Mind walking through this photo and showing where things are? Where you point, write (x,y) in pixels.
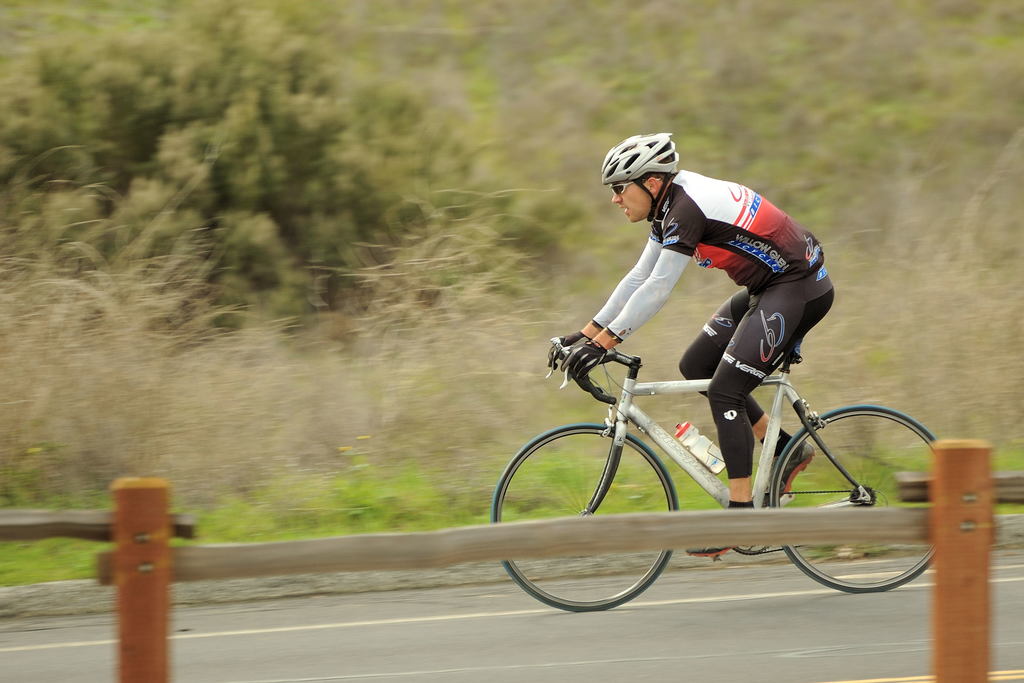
In this picture we can see a person (691,245) riding bicycle (765,480), this person (694,188) wore a helmet (633,174), goggles (626,185), gloves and shoes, in the background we can see trees (348,94).
